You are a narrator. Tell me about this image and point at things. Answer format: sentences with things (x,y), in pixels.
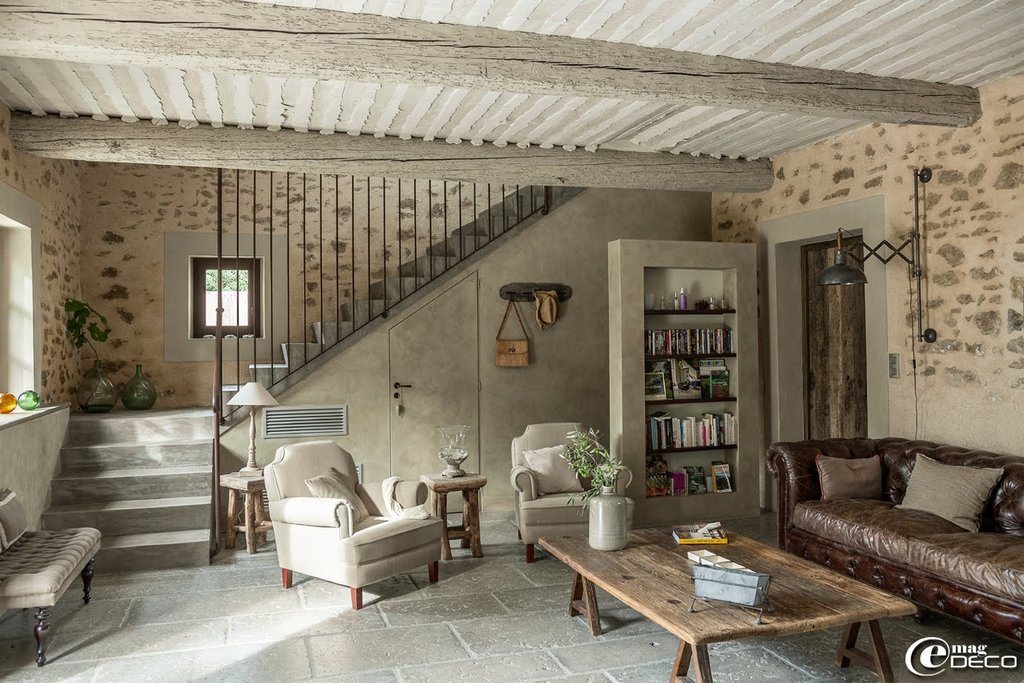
This is a house (642,82). A sofa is placed on the right side (959,446). In front of a sofa (847,508) there is a wooden table (761,542) where a plant jar (595,522) is kept on it. This is a staircase (355,294) which is bounded with metal fence (220,265). This is a bookshelf (682,407). This is a table lamp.
